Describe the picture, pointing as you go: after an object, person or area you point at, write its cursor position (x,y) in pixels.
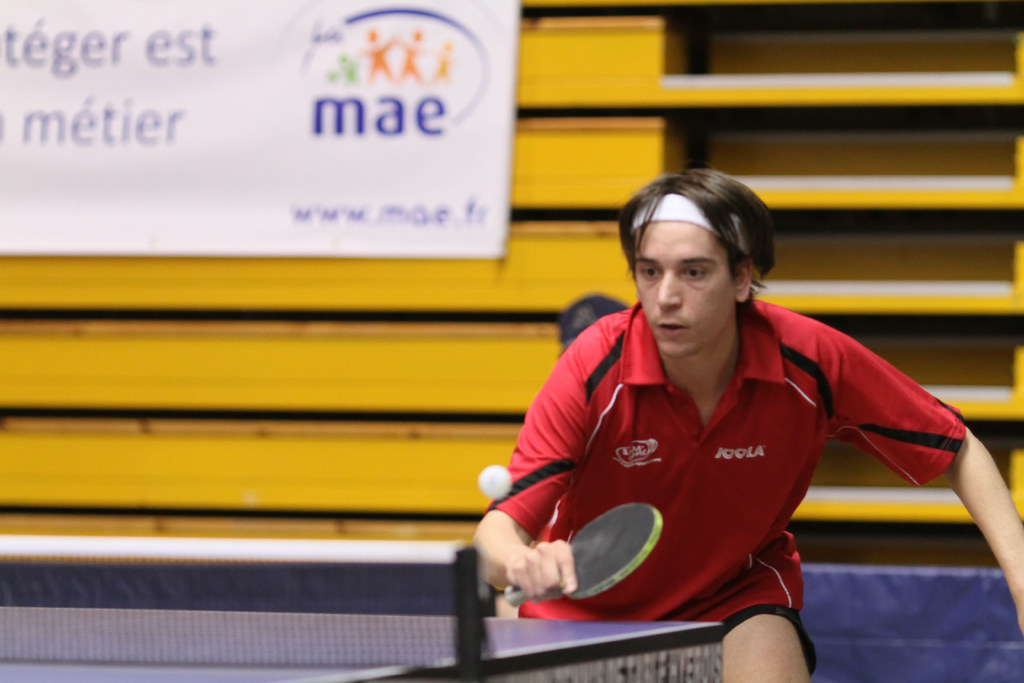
This image is taken in indoors. In the left side of the image (311,637) there is a table tennis court (9,668) and a banner (455,30) to a wall (452,285). In the right side of the image (1002,549) a man (1012,511) is playing table tennis holding a table tennis bat (577,543). In the middle of the image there is a ball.
